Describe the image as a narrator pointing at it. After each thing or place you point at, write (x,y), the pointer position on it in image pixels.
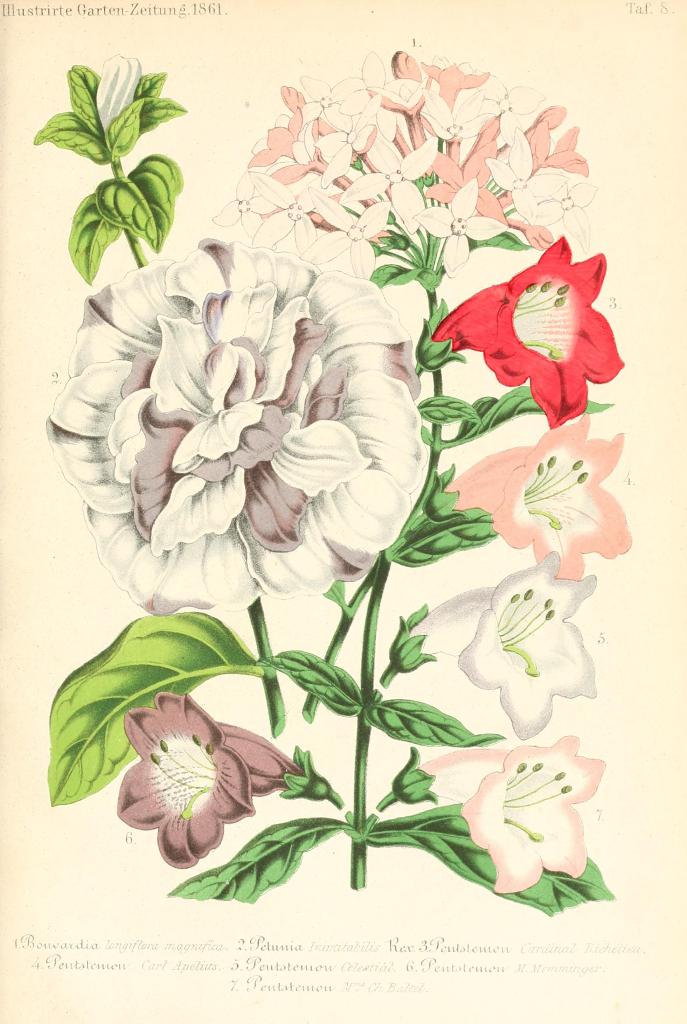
In this picture we can see an art (221,413) on the paper (408,567).
